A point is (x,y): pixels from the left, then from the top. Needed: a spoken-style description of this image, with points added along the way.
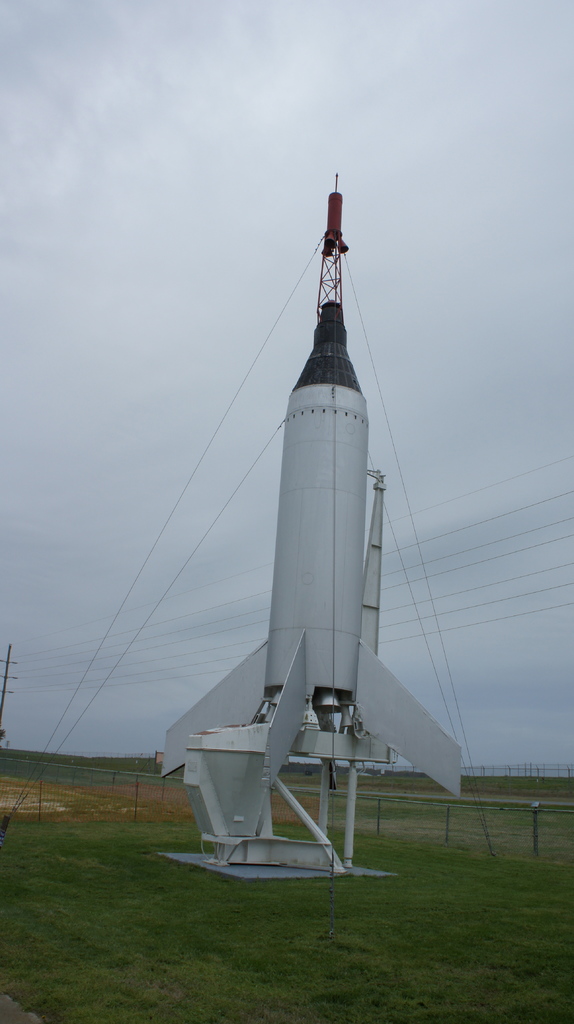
In this picture I can see the model of the rocket (225,685). Beside that I can see the tower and electric wires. In the background (493,792) I can see the farmland (430,812), trees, plants (554,832) and grass (558,871). At the top (203,55) I can see the sky (141,97) and clouds (184,126).
